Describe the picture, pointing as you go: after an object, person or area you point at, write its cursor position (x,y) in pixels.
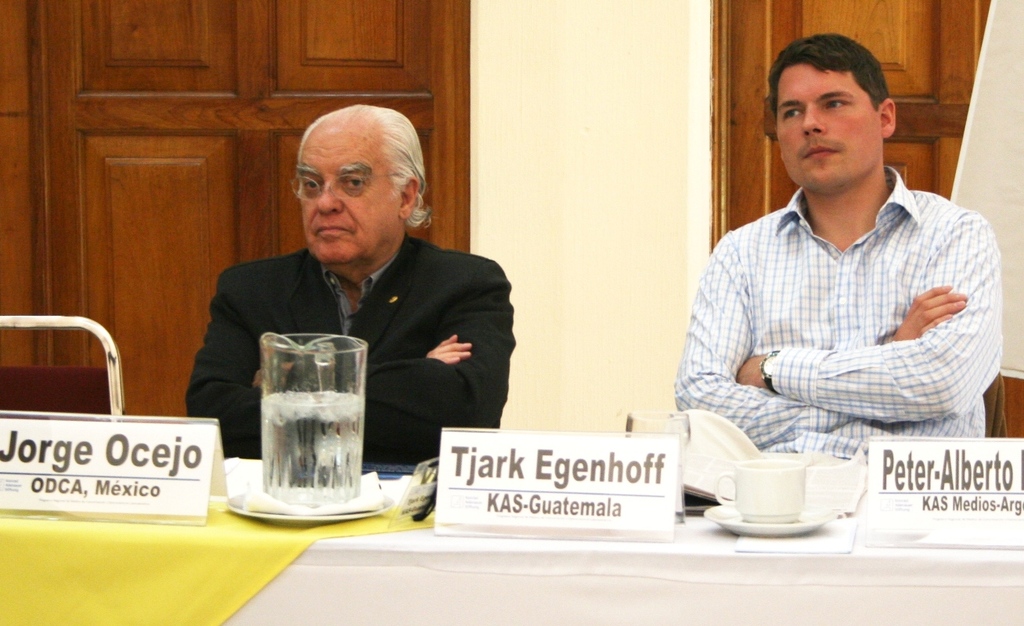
There are two persons (418,268) sitting. In front of them there is a table (919,548). On the table (267,538) there is a yellow cloth (165,562), there are name plates (581,480), cup (764,489), saucer (773,524), glasses (332,465). In the background (579,155) there is a wall (527,115) and wooden door (137,138).
